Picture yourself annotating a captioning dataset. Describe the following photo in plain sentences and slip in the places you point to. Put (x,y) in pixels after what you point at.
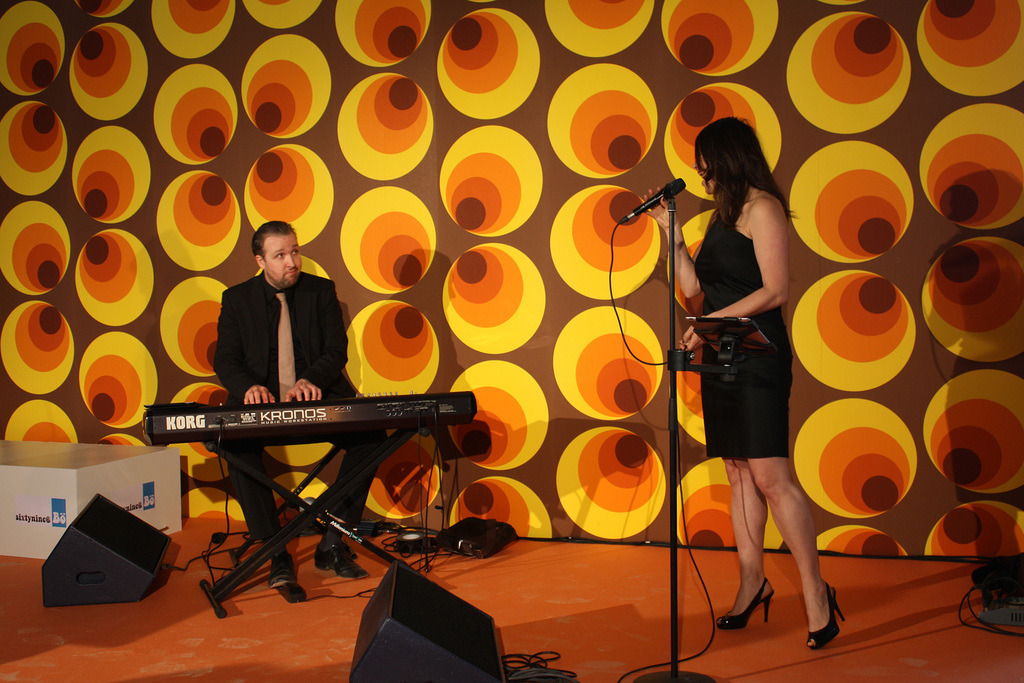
This picture is clicked inside. On the right (725,209) there is a woman (750,251) wearing a black color dress (711,240), holding a microphone (681,188) and standing on the ground (789,556) and we can see a black color stand (734,327), speakers (473,606) and many other objects (83,499) are placed on the ground (891,625). On the left (254,338) there is a man (309,314) wearing suit (299,372) and sitting on the chair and seems to be playing a musical keyboard (409,416). In the background (447,96) we can see the wall (464,211).
